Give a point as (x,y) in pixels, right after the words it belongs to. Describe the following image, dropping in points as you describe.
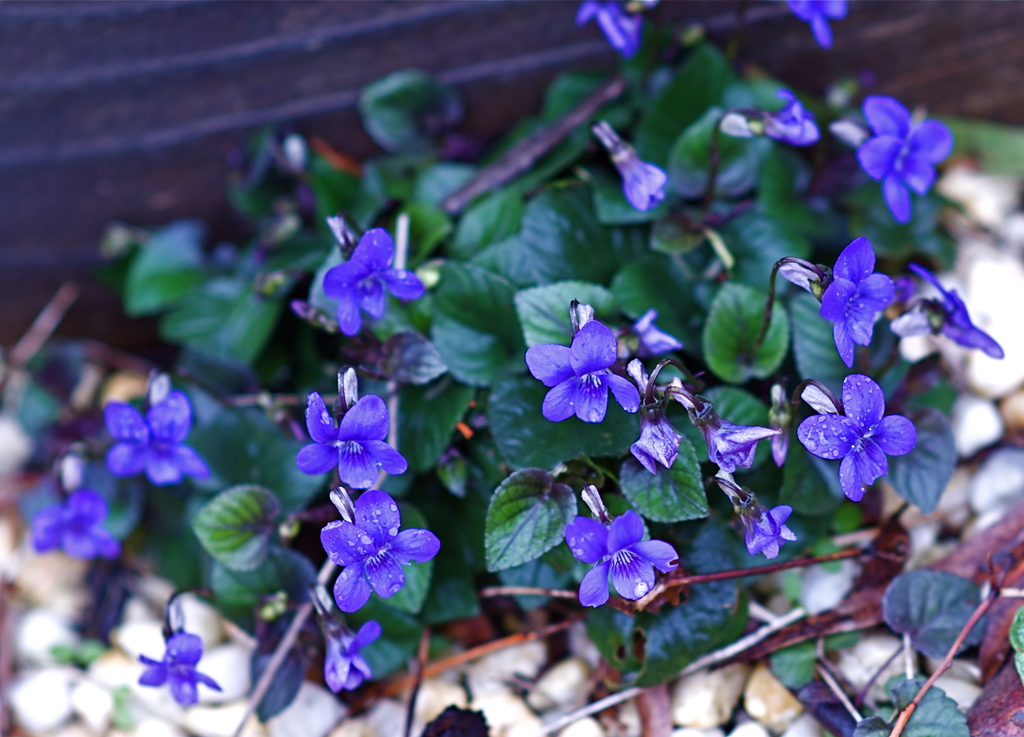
In the center of the image (645,491) there are plants (620,569) and we can see flowers (603,377) on it.
